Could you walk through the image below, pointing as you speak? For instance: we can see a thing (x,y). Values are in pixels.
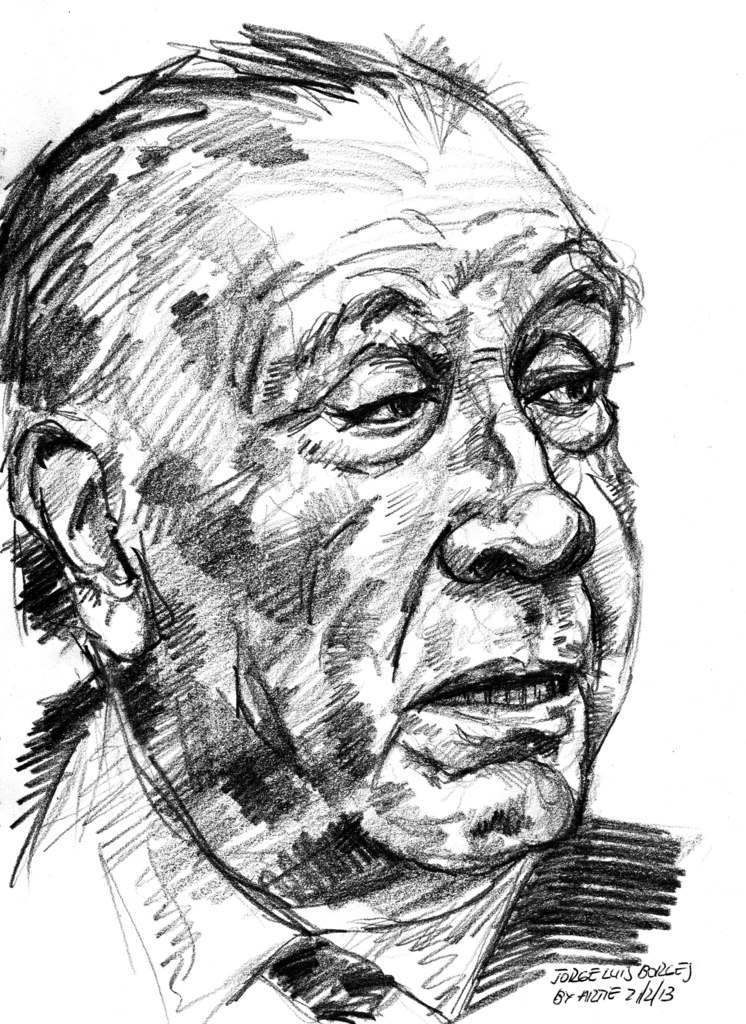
In this picture we can see sketch (361,545) of a man (361,545), and we can find some text (668,974).
